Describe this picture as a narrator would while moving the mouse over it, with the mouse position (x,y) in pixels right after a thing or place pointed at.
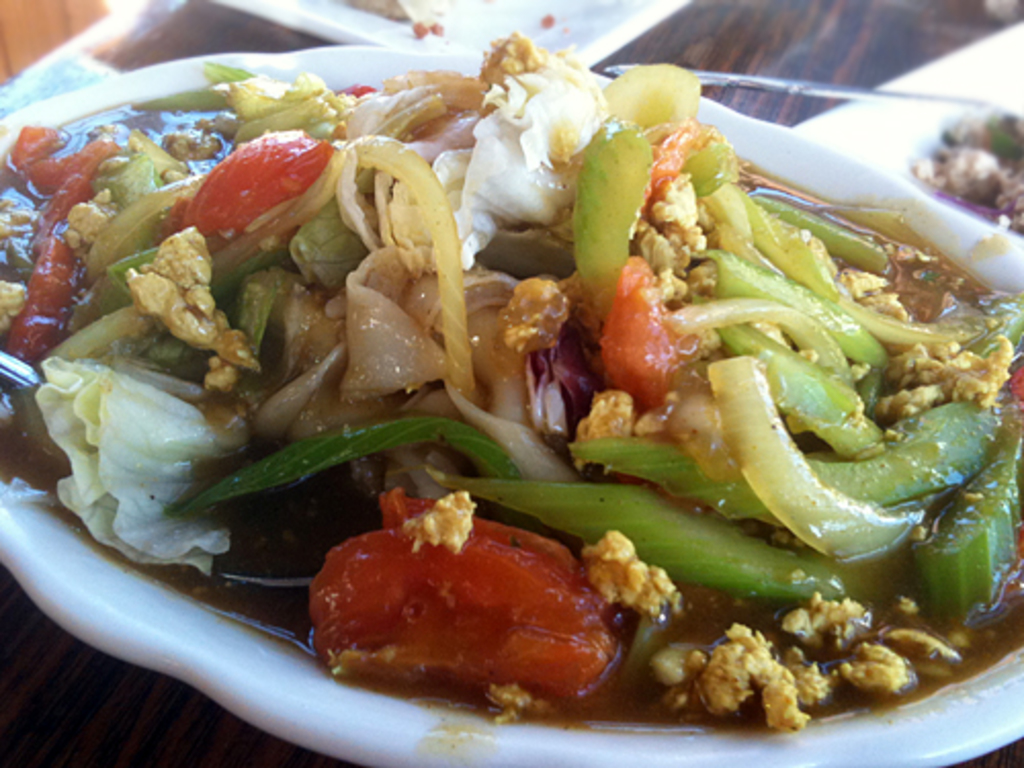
In this image we can see a food dish (750,544) made of vegetables (624,386) is kept in a white color bowl (374,697).
